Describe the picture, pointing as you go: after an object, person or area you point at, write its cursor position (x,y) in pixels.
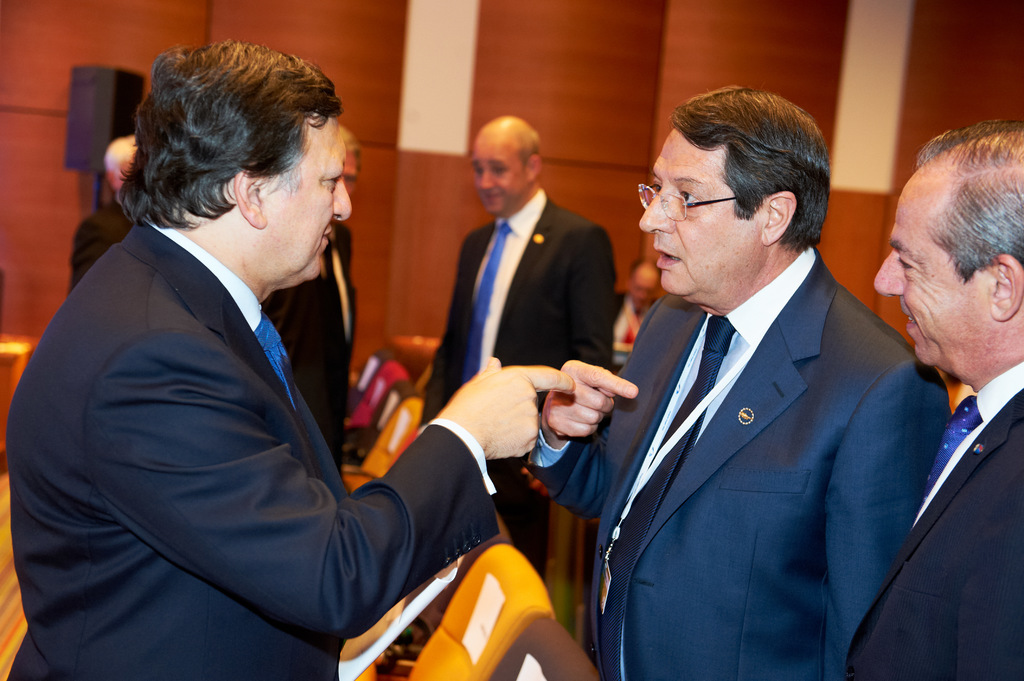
In this image, we can see persons (511,328) in front of the wall (625,237) wearing clothes (489,235). There are seats (393,425) at the bottom of the image (475,664).
